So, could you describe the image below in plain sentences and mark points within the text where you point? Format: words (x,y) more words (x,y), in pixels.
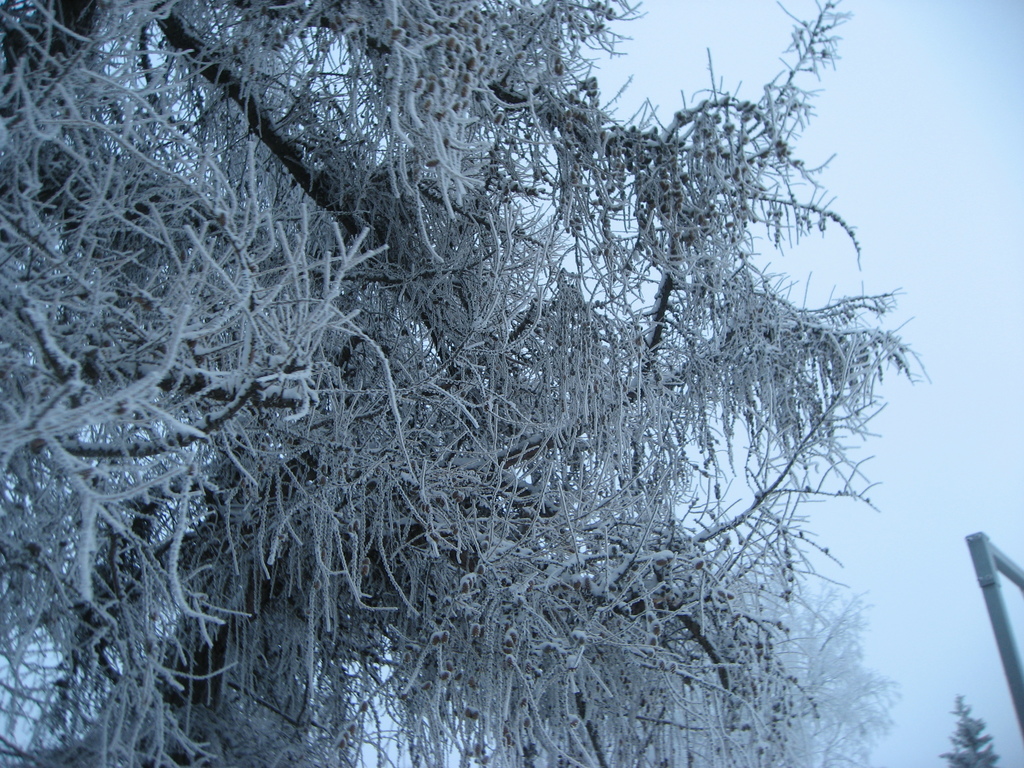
In this image there is snow (347,436) on the trees (520,670). On the right side of the image (1010,669) there is a metal rod (987,570). In the background of the image (937,184) there is sky (910,151).
